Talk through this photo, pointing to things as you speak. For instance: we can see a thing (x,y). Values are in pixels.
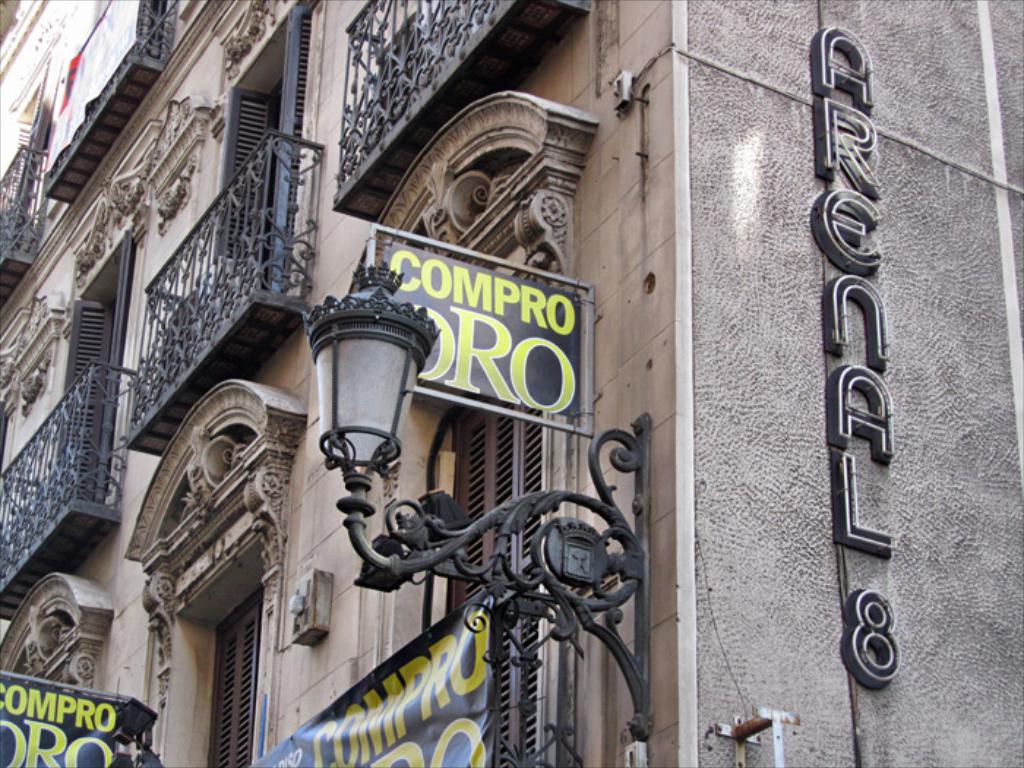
It is a zoomed in picture of a building (940,617) with the name (841,381), text boards (30,692), banner (459,691) and also a lantern (392,444).
